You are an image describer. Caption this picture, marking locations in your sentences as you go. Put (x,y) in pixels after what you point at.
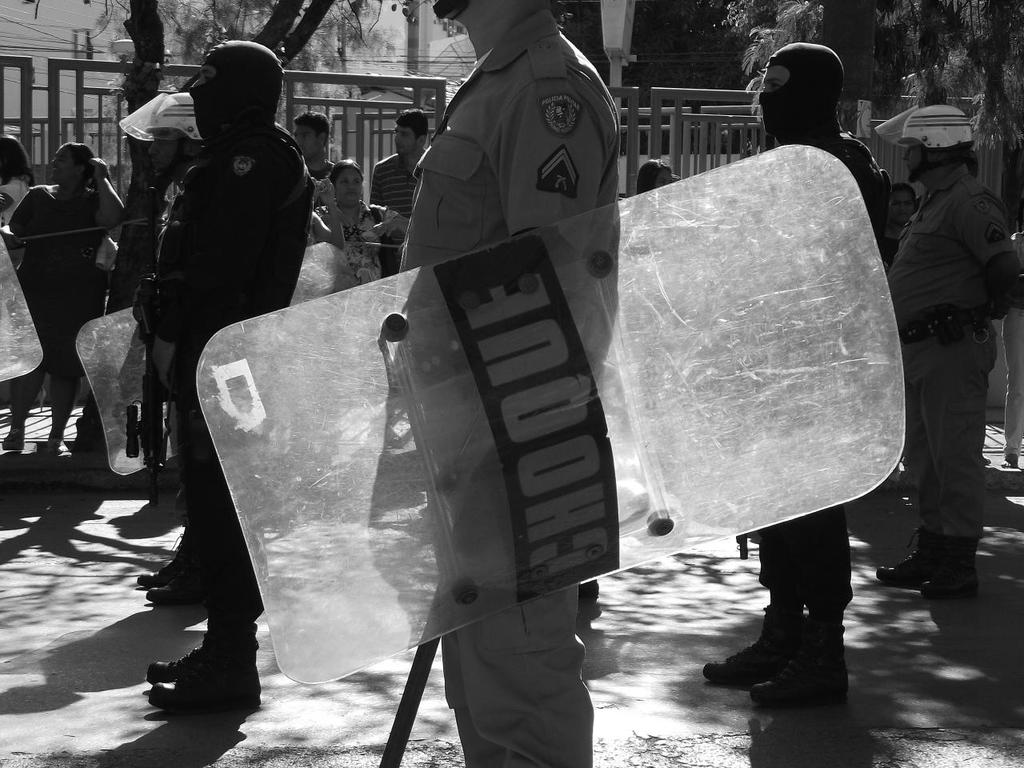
In the center of the image (418,263) we can see some persons (243,252) are standing, some of them are holding guns (147,409), shield (443,386), rods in their hand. In the background of the image (743,69) we can see trees (140,96), building (447,44), wires (400,56), poles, grills (362,110) are there. At the bottom of the image (126,672) road (290,715) is there.
